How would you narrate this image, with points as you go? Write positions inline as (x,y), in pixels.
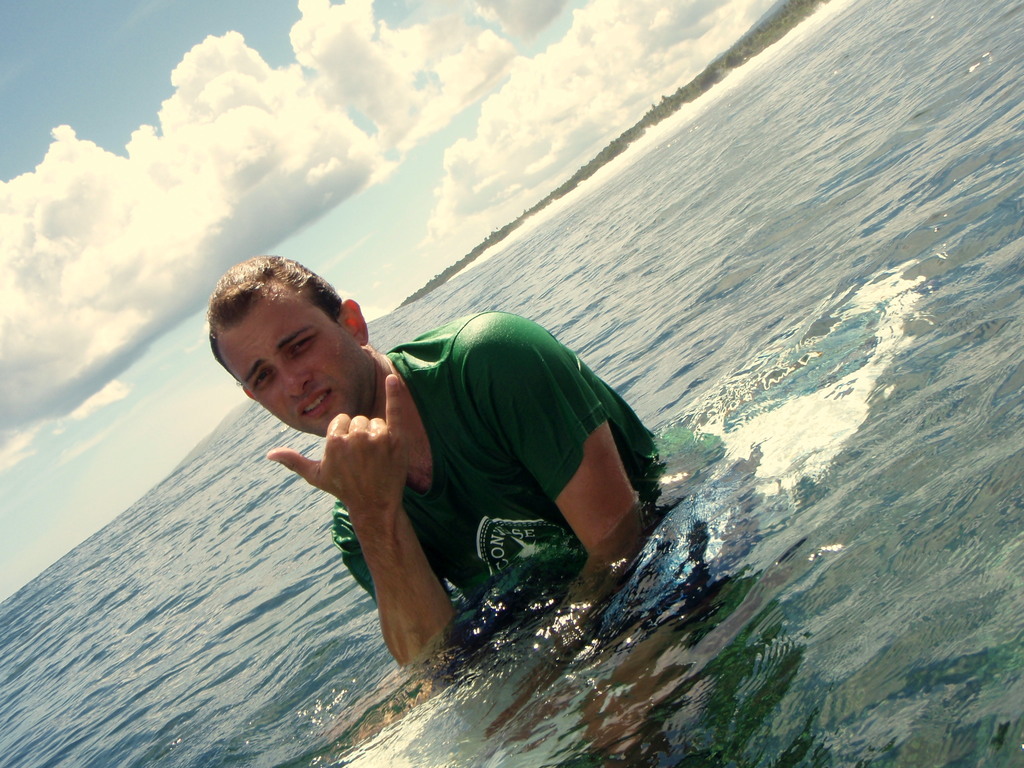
In this picture I can see there is a man (236,319) standing in the ocean (674,592) and he is wearing a green t-shirt (481,422) and in the backdrop (474,251) there are trees (709,79) and the sky (162,115) is cloudy.
